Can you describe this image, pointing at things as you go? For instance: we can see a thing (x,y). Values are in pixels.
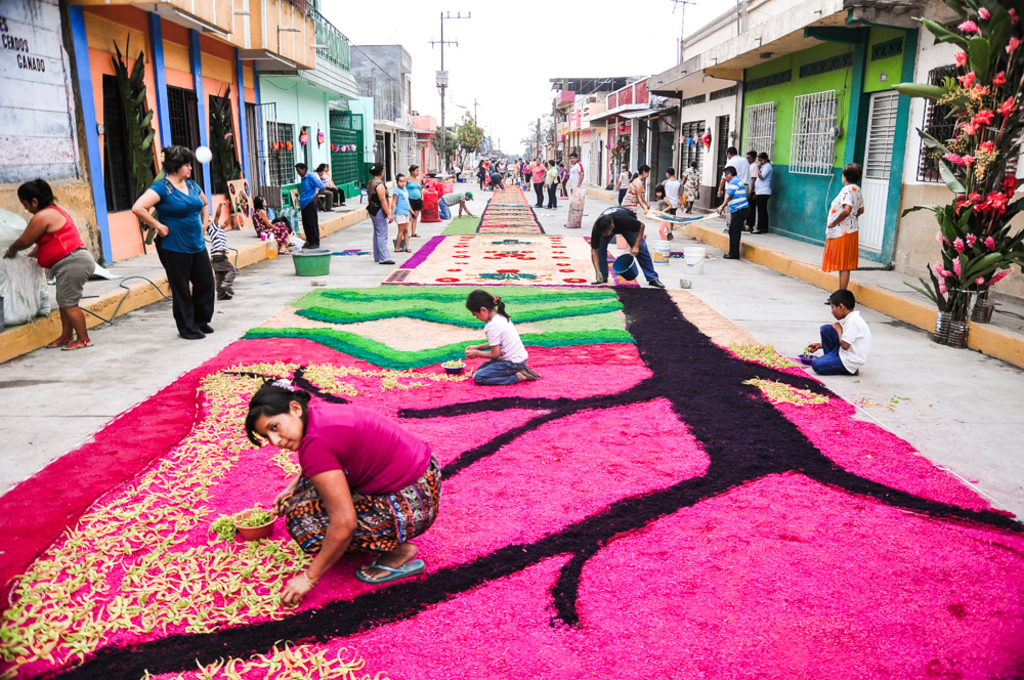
In this picture there is a woman (395,458) who is crouching on the carpet (541,554) and she is doing some work. Beside her I can see the bowl (246,529). In the background (535,175) I can see many people (619,214) were standing near to the carpets (569,241) on the road (660,276). On the right (869,167) and left side (328,151) I can see many buildings (637,123), electric poles (555,145) and trees (540,146). At the top (560,19) I can see the sky (544,23).
